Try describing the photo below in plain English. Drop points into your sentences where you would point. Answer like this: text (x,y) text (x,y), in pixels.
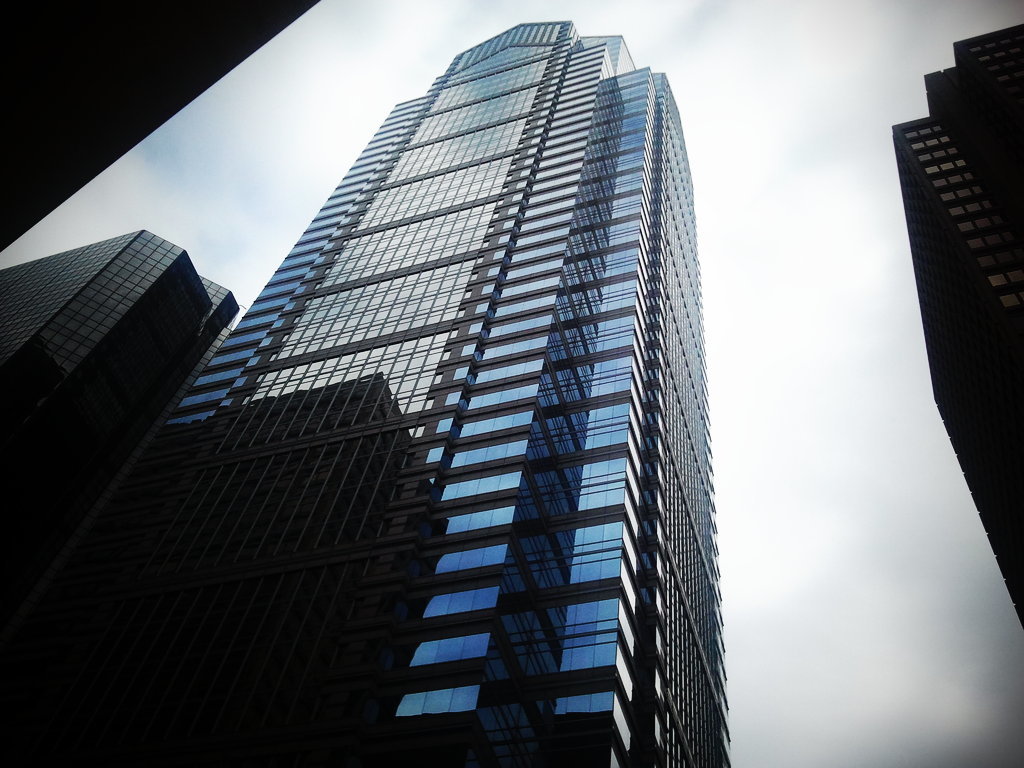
In this picture I can see there are buildings (215,346) and it has glass windows (588,350) and the sky (884,180) is cloudy.
